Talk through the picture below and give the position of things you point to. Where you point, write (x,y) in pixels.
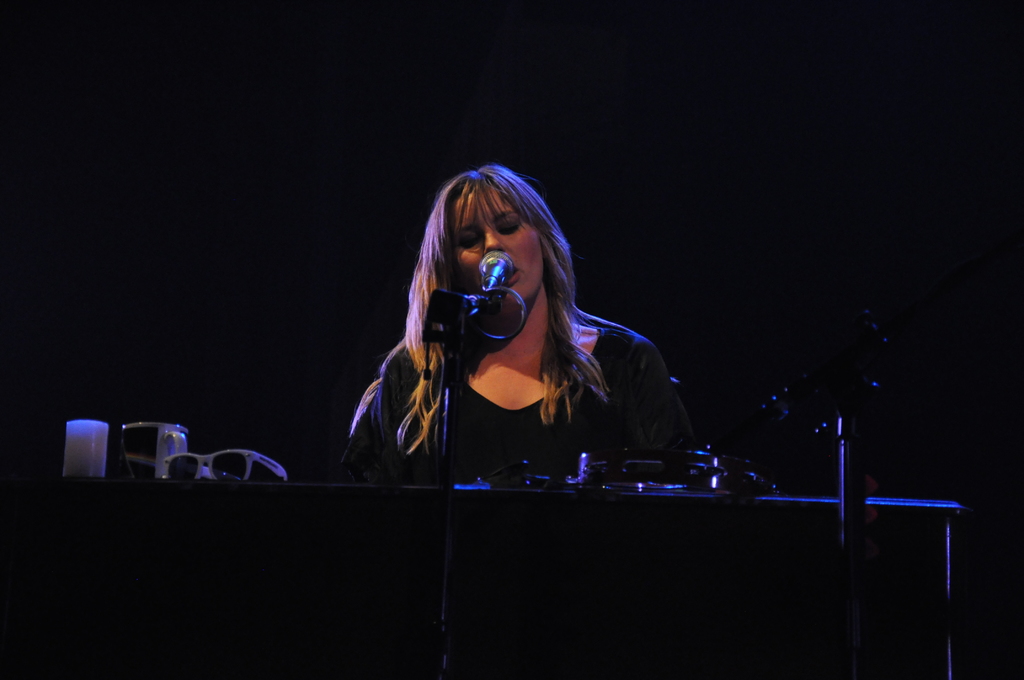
Bottom of the image (153,517) there is a table (484,481), on the table (432,667) there is a glasses (148,462) and shades (240,456) and microphone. Behind the table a woman (652,374) is sitting.
